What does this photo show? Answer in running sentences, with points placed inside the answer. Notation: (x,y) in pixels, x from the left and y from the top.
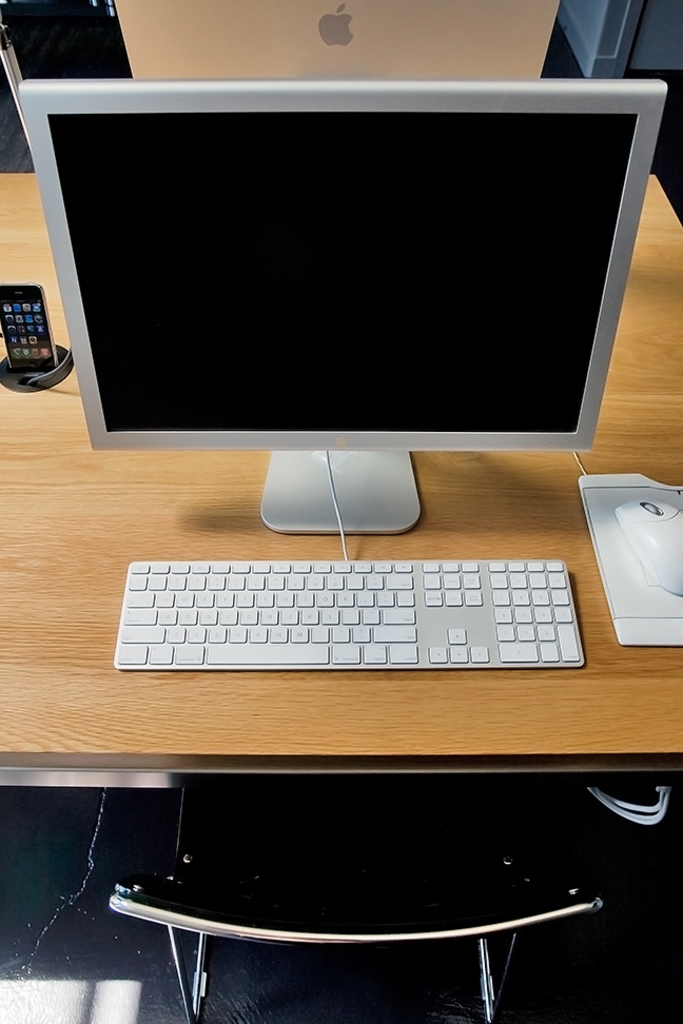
Here we can see a computer (228,183) and keyboard (395,594) and mouse (632,509) on the table (261,704), and in front (346,893) here is the chair (257,898), and here is the mobile (21,301).
